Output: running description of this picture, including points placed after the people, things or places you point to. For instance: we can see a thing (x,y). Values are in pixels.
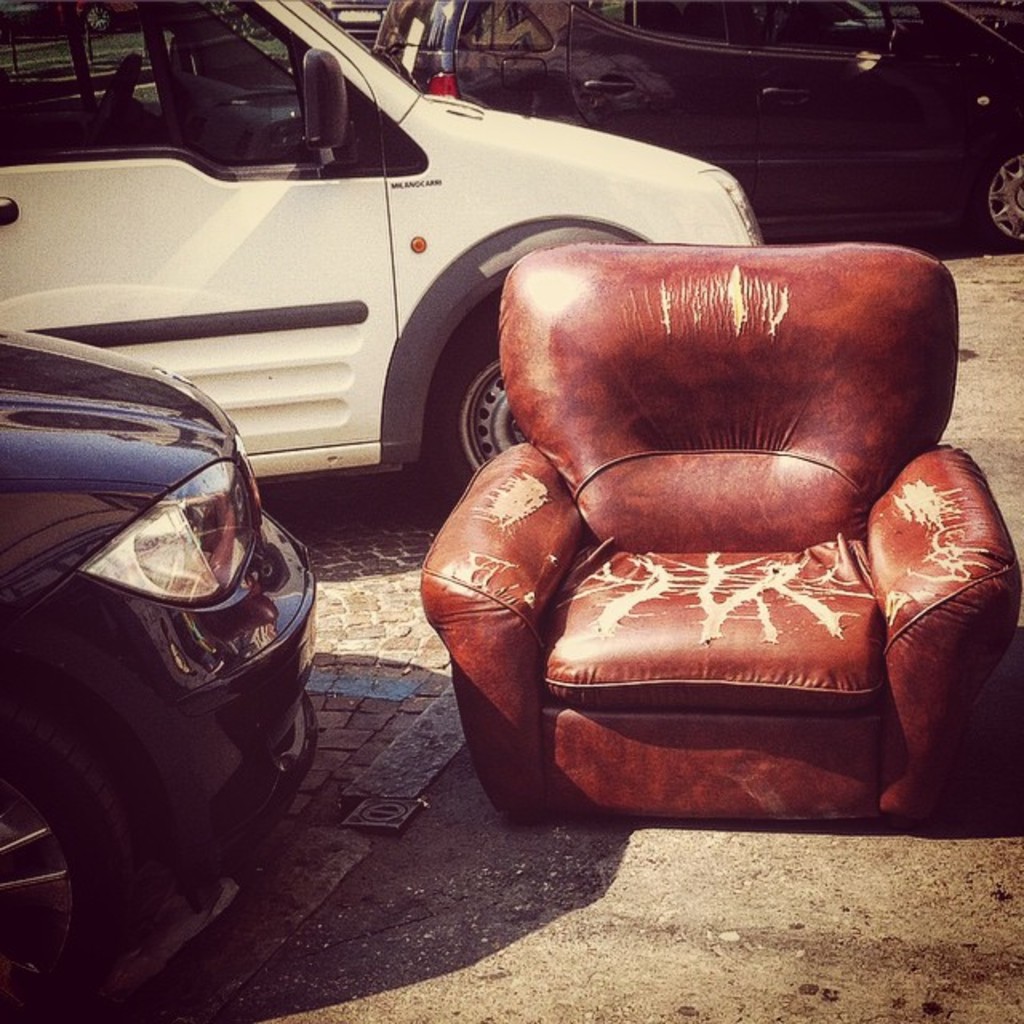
This picture shows a chair (926,410) and three cars (76,263) parked on the side.
